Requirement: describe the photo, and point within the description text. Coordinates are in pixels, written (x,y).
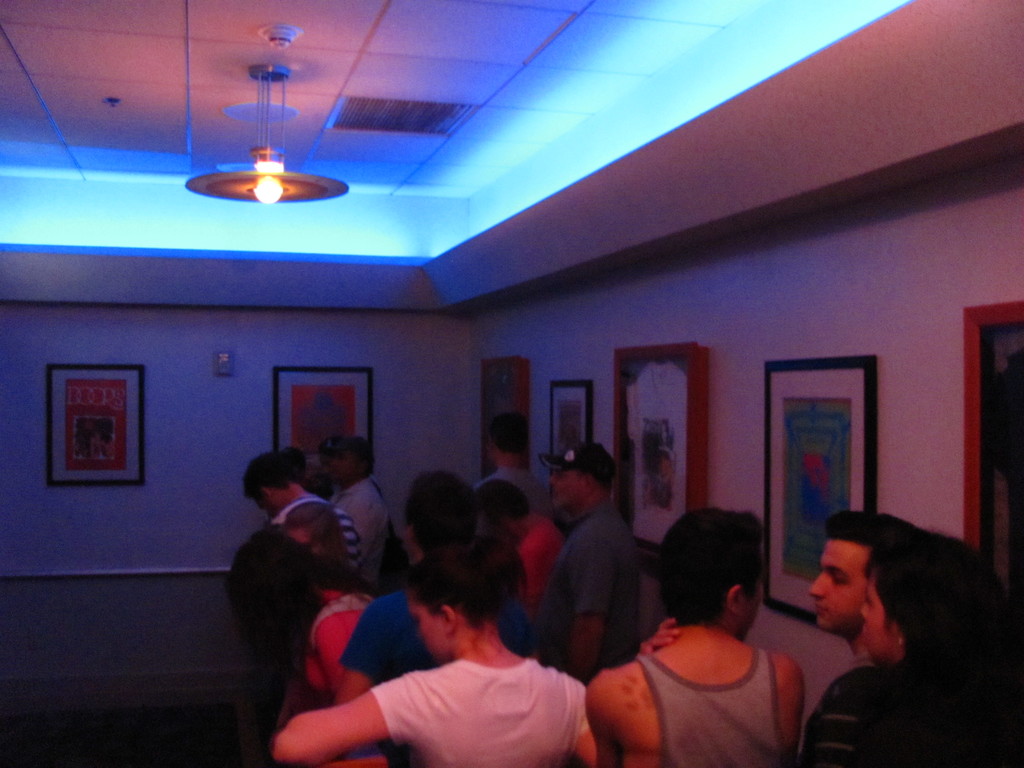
There are people (337,552) and frames (992,405) on the wall (47,559) in the foreground area of the image (575,550), it seems like a chandelier (232,179) and light (472,172) at the top side (214,183).
